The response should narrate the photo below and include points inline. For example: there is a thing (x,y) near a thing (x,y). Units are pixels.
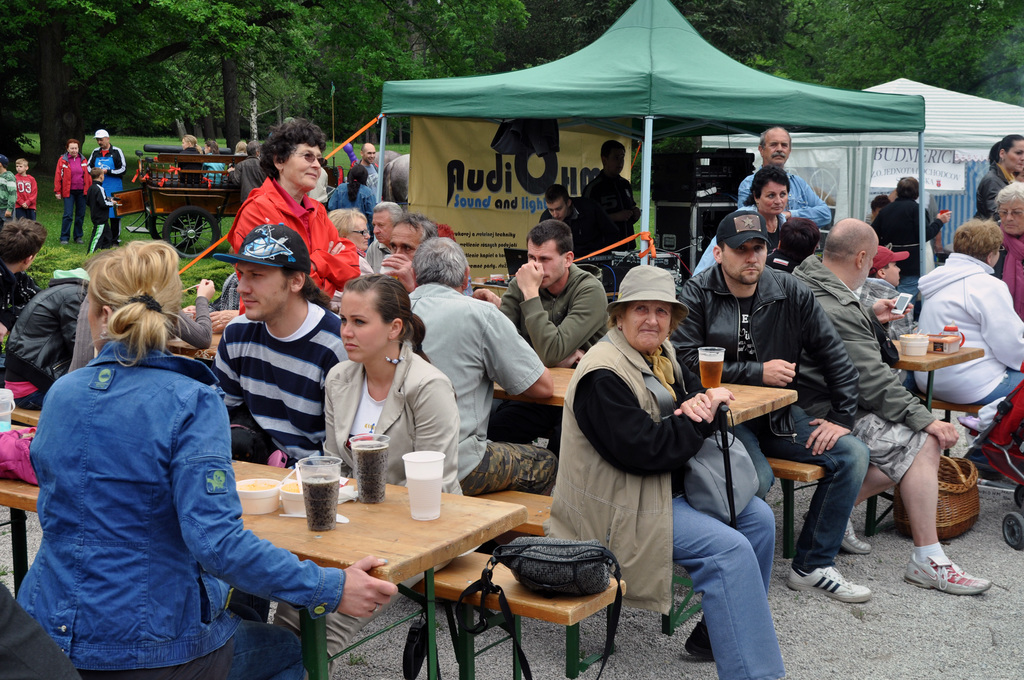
In this image there are group of people (521,333) sitting, another group of people (304,223) standing in the garden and in table (386,516) there are glass (375,479), food (291,490), cup (259,501), spoon (299,465), bag (28,427) and in back ground (484,99) there is tent (676,101), trees (343,38).
